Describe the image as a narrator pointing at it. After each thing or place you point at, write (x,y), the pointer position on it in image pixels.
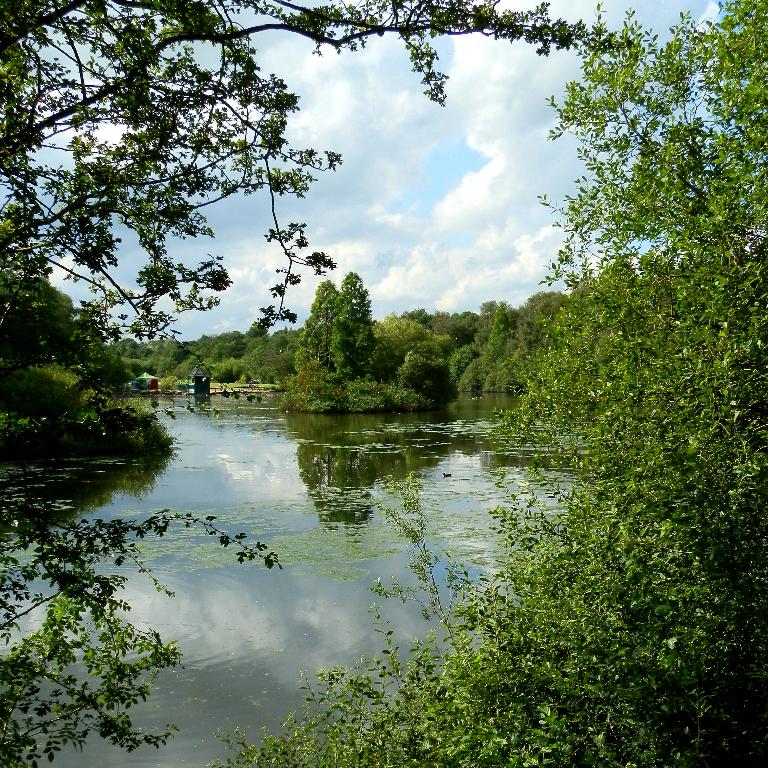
In this picture we can see a lake (306,607), around we can see full of trees (40,520).
